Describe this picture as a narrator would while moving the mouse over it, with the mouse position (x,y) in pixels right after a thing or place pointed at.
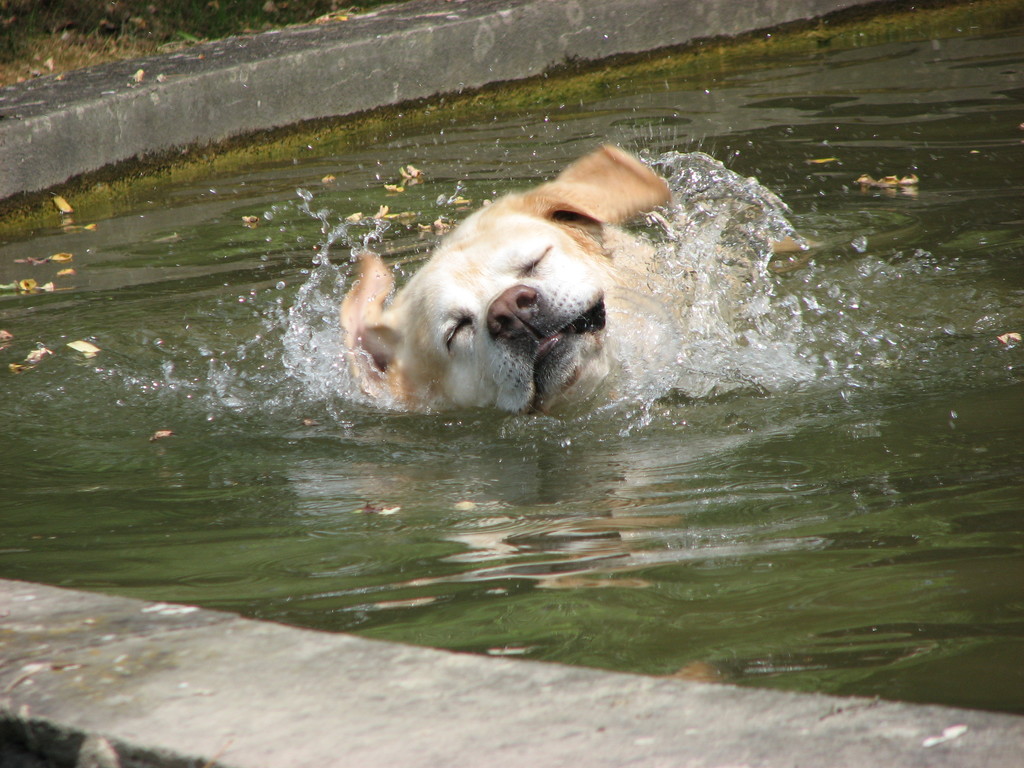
In this picture we can observe a dog (547,299) swimming in the water (307,402). The dog (485,311) is in cream color.
